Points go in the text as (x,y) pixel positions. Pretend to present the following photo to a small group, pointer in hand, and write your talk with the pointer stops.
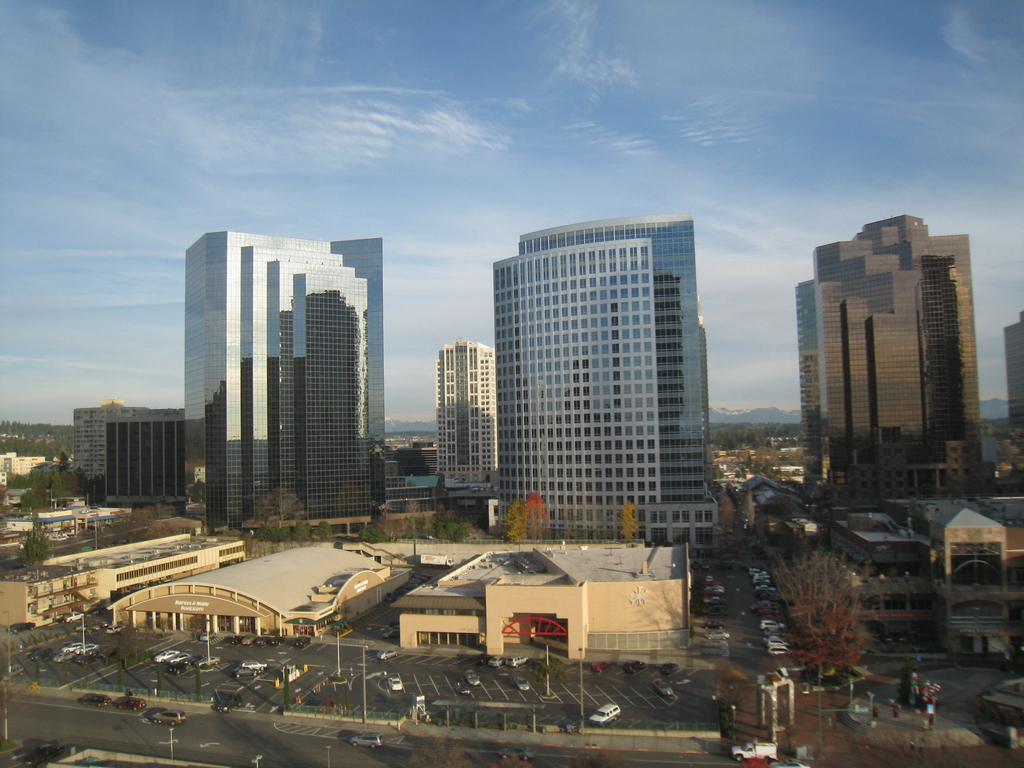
This is the picture of a city (575,472). In this image there are buildings (859,410), trees (93,476) and poles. In the foreground (75,641) there are vehicles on the road (255,750). At the back (984,412) there are mountains (740,421). At the top (406,130) there is sky (484,126) and there are clouds (286,145). At the bottom (569,767) there is a road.
